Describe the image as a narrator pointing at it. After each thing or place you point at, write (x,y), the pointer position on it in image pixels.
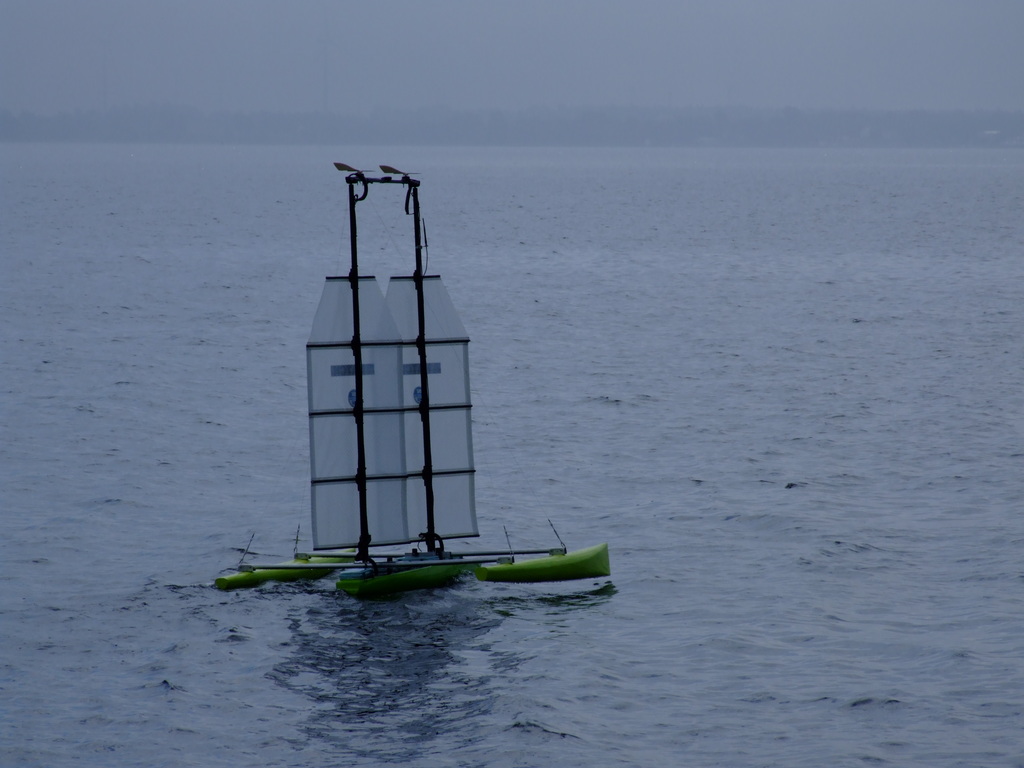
In the middle of the picture (402,442), it looks like a boat (455,560). We see the boat (461,485) is sailing on the water (457,541). At the bottom (502,529), we see water (490,541) and this water (722,480) might be in the sea (526,269). In the background (403,129), it looks like the hills (667,136). At the top (526,7), we see the sky (639,102).
